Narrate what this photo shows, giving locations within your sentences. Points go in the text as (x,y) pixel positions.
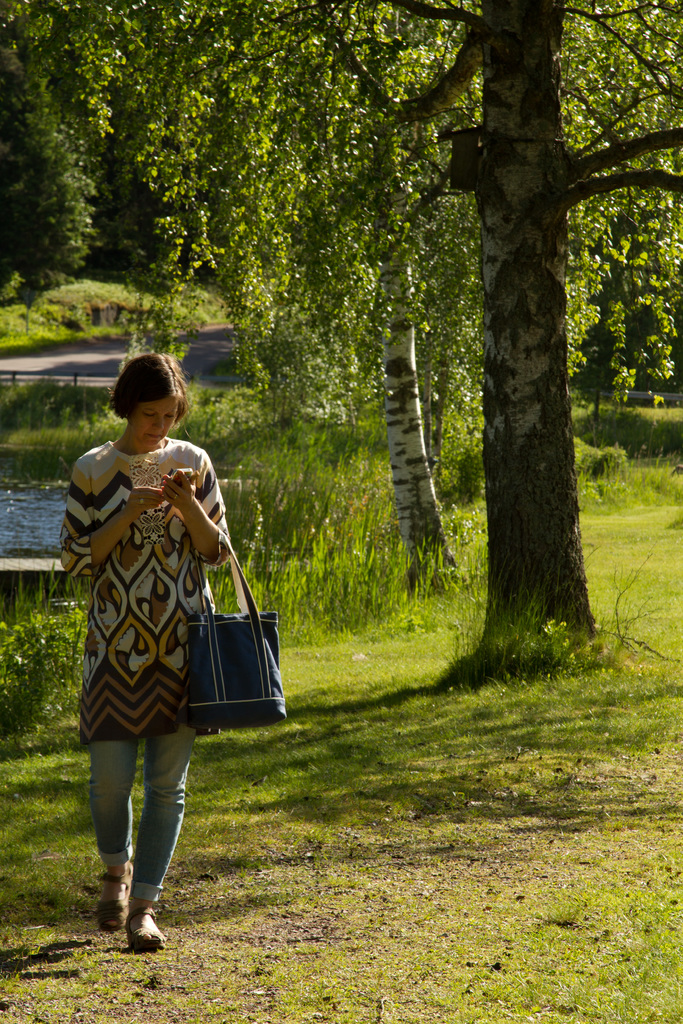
In this image there is a woman (201,525) walking in the garden (247,785) by holding a blue color bag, there is a tree (398,499), grass (489,667), some plants (259,455), and a small pool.
